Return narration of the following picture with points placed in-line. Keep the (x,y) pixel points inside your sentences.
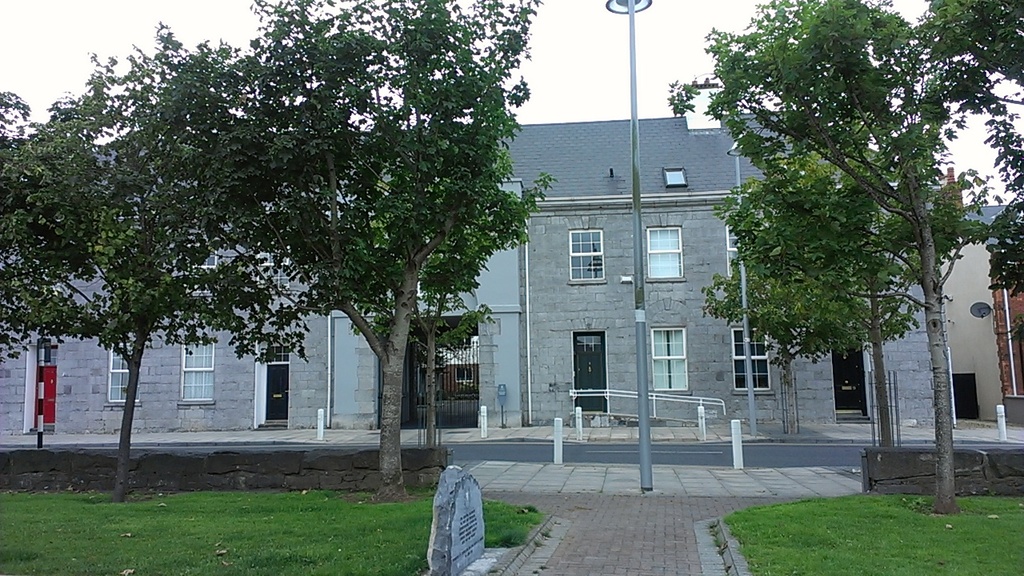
In this image there is a building (503,295) with a metal grill entrance (464,397) and glass windows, in front of the building (348,340) there is a lamp post (637,274) and trees (387,350) and there is a pavement (610,515), beside the pavement (589,526) there is grass (136,542).
